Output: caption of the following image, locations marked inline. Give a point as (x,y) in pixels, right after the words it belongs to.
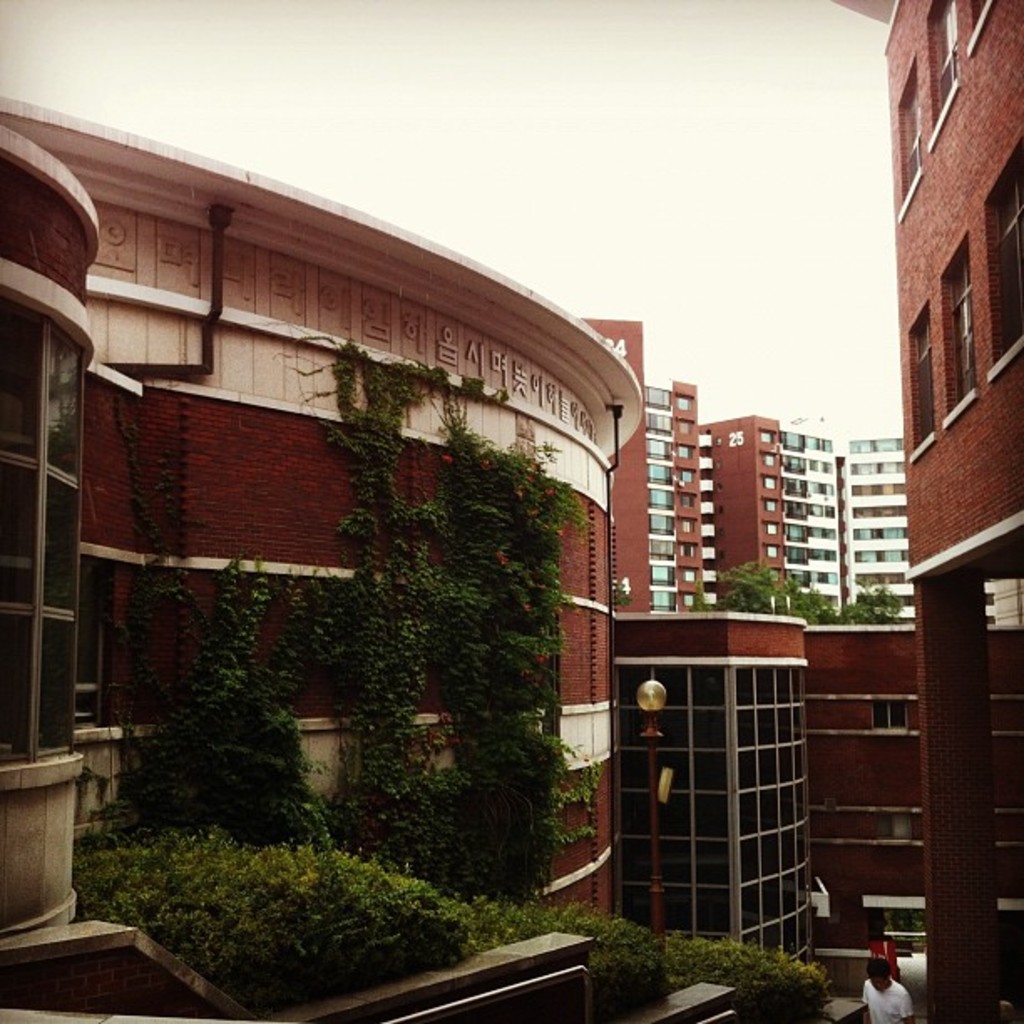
Bottom right side of the image (894,1013) a man (901,1002) is standing. In the middle of the image (546,646) there are some plants (450,646) and trees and buildings (689,653). Top of the image (779,190) there are some clouds (877,191) and sky (168,107).
